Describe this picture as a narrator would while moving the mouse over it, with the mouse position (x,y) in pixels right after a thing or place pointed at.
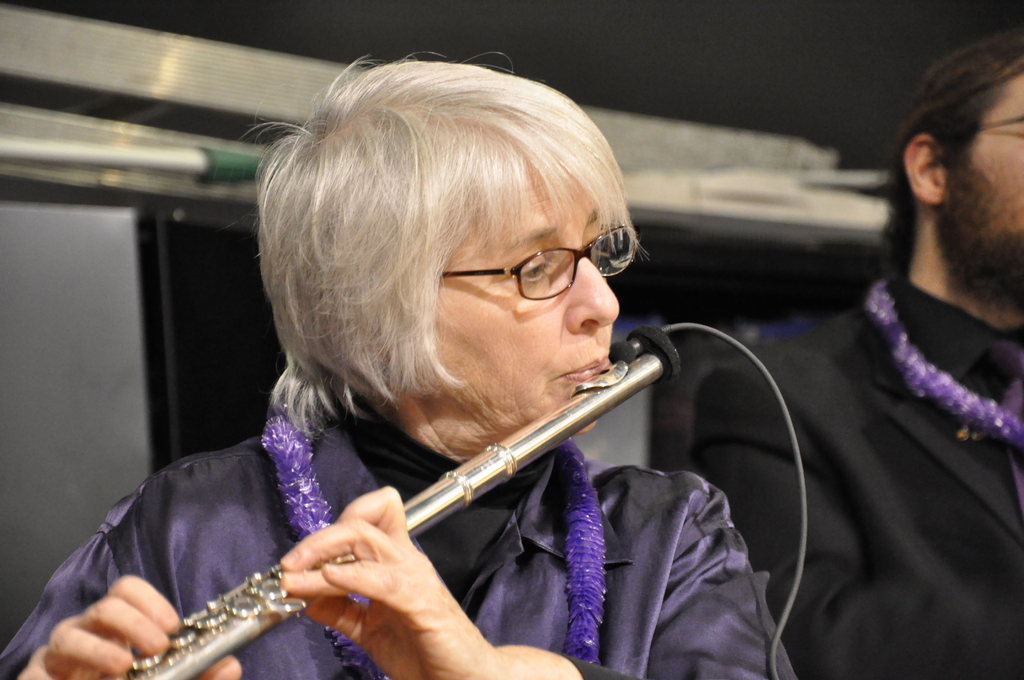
In this picture there is a woman (541,507) playing a flute (241,640) and holding the flute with both the hands (142,583). There is a man (887,315) standing on to her left.
